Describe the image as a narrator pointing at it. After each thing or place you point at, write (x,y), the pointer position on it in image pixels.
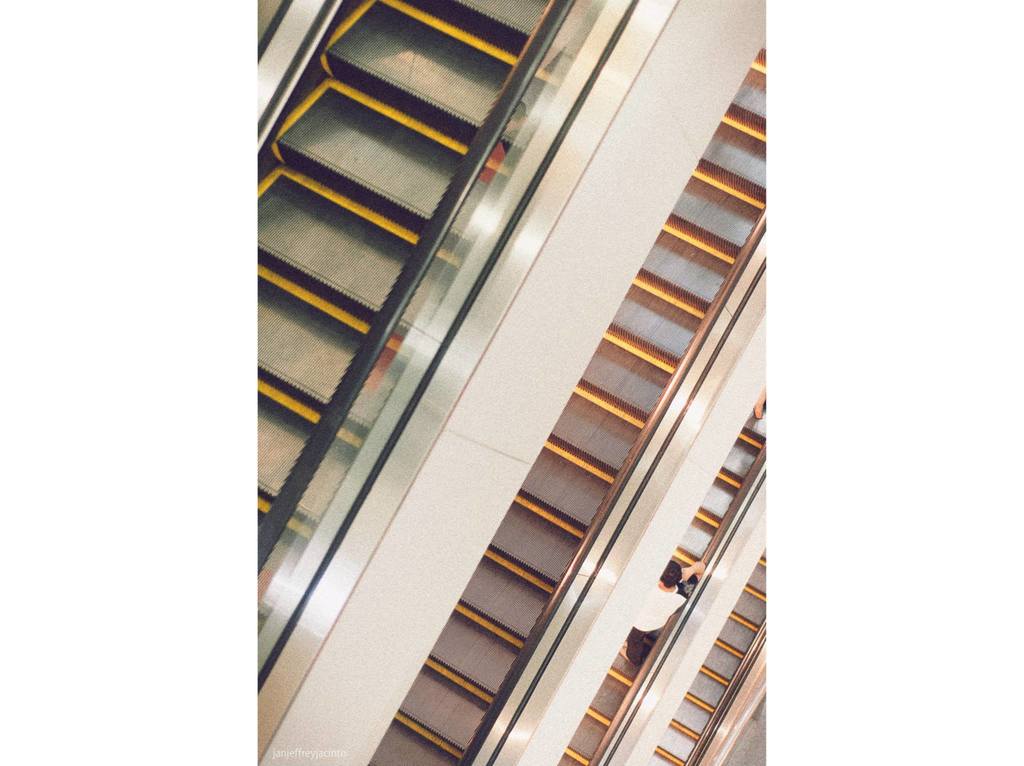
In the image there are escalators (413,268) with glass walls (475,242). There is a person (678,593) standing on one of the escalators (573,621).
